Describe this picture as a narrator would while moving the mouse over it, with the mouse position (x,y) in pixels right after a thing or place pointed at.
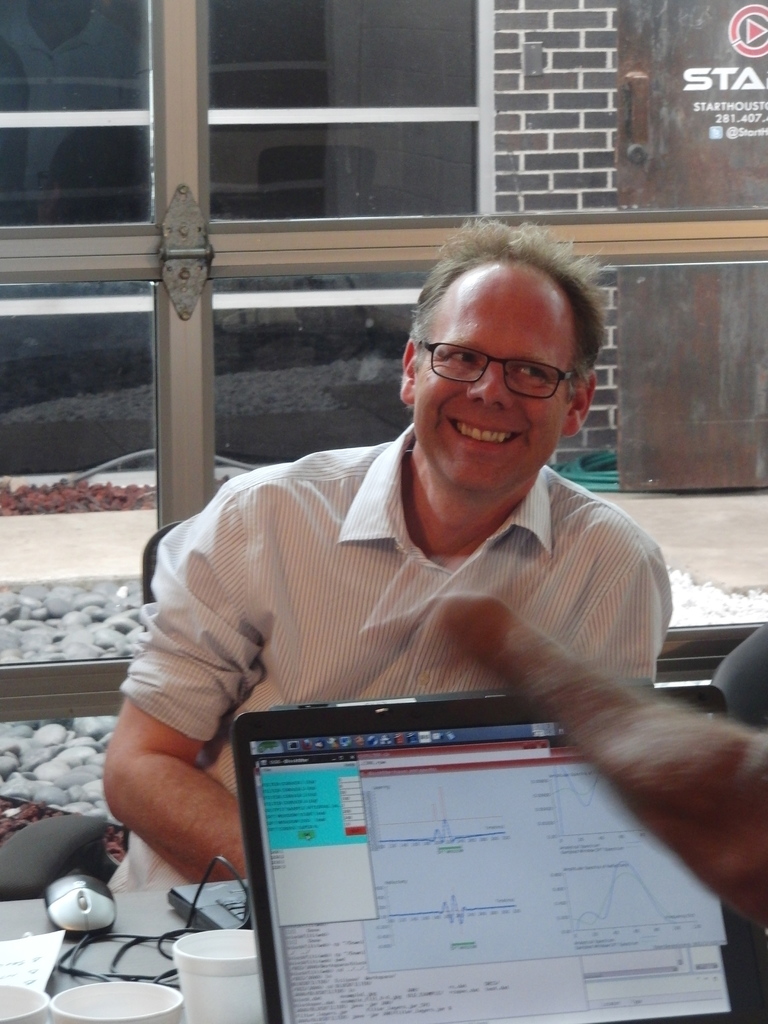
In this image, we can see a person (314,669) is sitting on the chair (149,560) and smiling. He wore glasses (505,376). At the bottom (140,921), we can see a table (133,912), few objects (186,907) are placed on it. Here we can see screen (520,930) and human finger (627,736). Background (30,392) we can see glass object (333,369). Through the glass (708,438) we can see the outside view. Here we can see pebbles (34,750), walkway (149,520), brick wall (614,295), door (679,309), glass object (360,209) and some text (713,103).
